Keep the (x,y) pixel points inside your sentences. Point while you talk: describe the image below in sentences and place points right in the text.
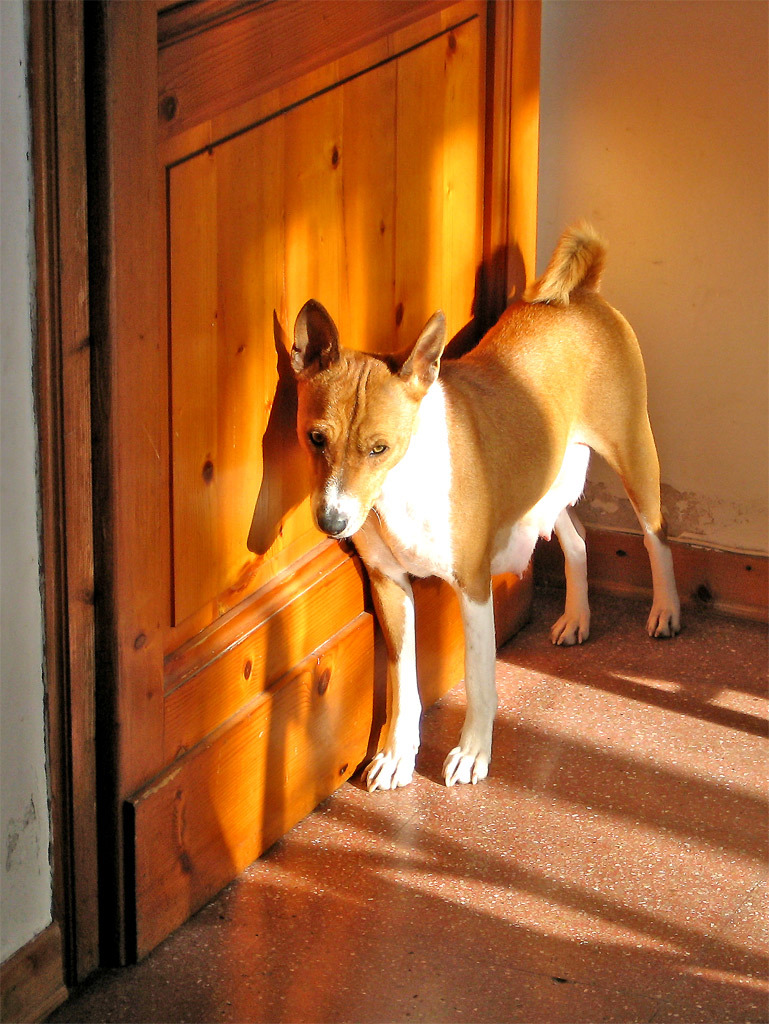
There is a dog (545,455) standing on the floor (451,814), beside this dog (549,398) we can see wooden door (296,55) and we can see wall (669,201).
